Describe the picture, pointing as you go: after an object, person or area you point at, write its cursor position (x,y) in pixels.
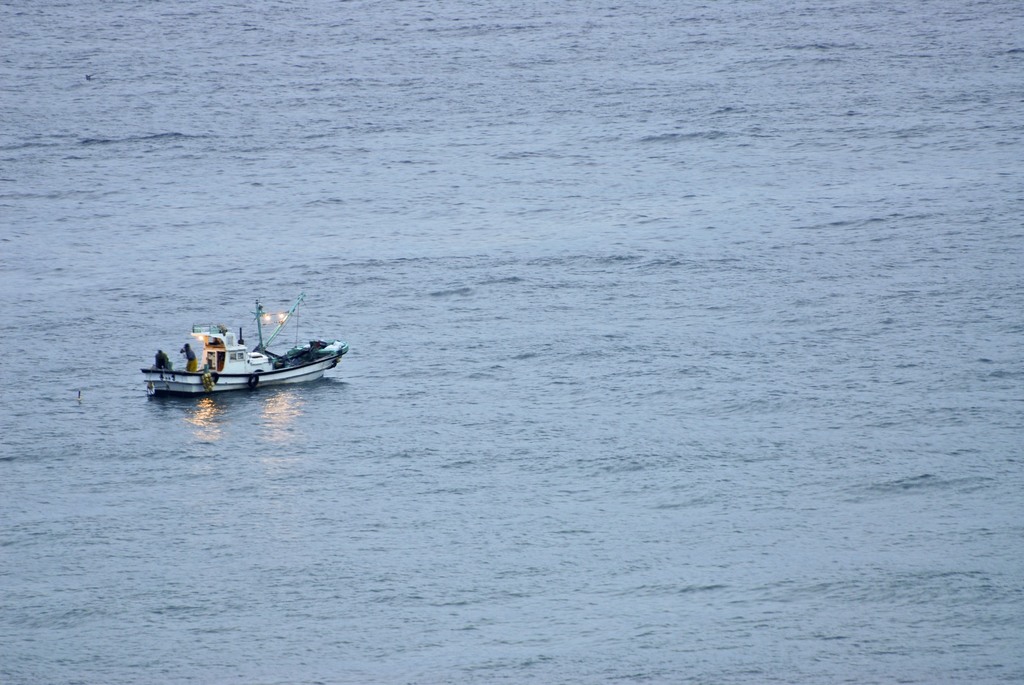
In this picture there is water (402,234). Towards left (160,384) there is a boat (176,387), in the boat (170,366) there are two persons (157,366).
